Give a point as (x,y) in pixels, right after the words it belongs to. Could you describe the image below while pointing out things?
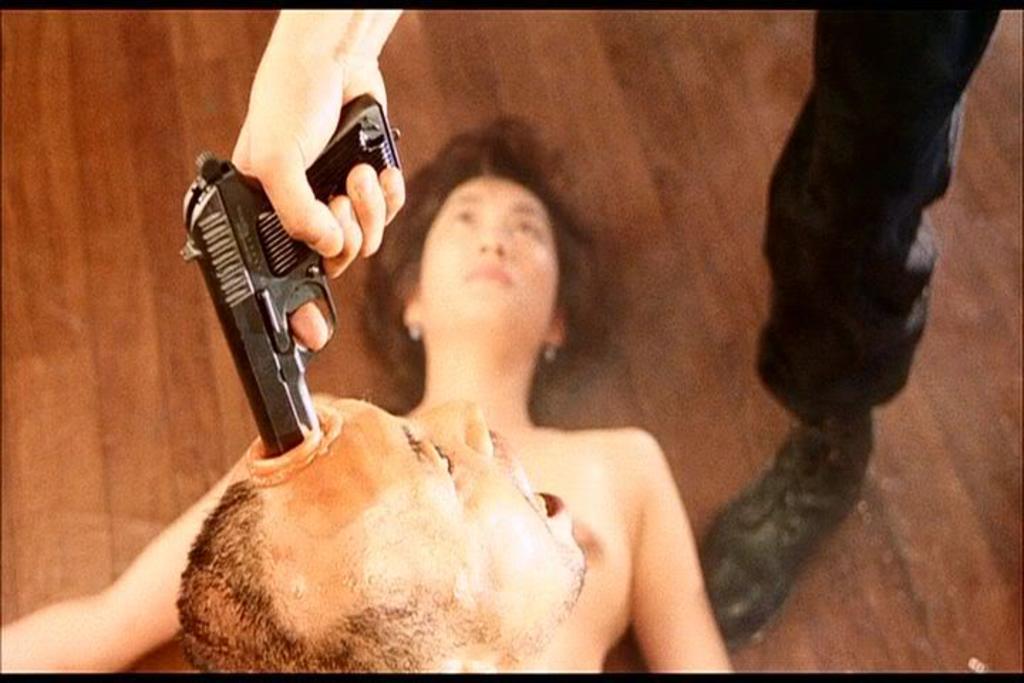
This looks like an edited image. I can see a person's leg (793,438) and a hand (378,46) holding a gun (261,275). At the bottom of the image (490,586), I can see a person's face (405,561). Here is another person (547,435) laying.
